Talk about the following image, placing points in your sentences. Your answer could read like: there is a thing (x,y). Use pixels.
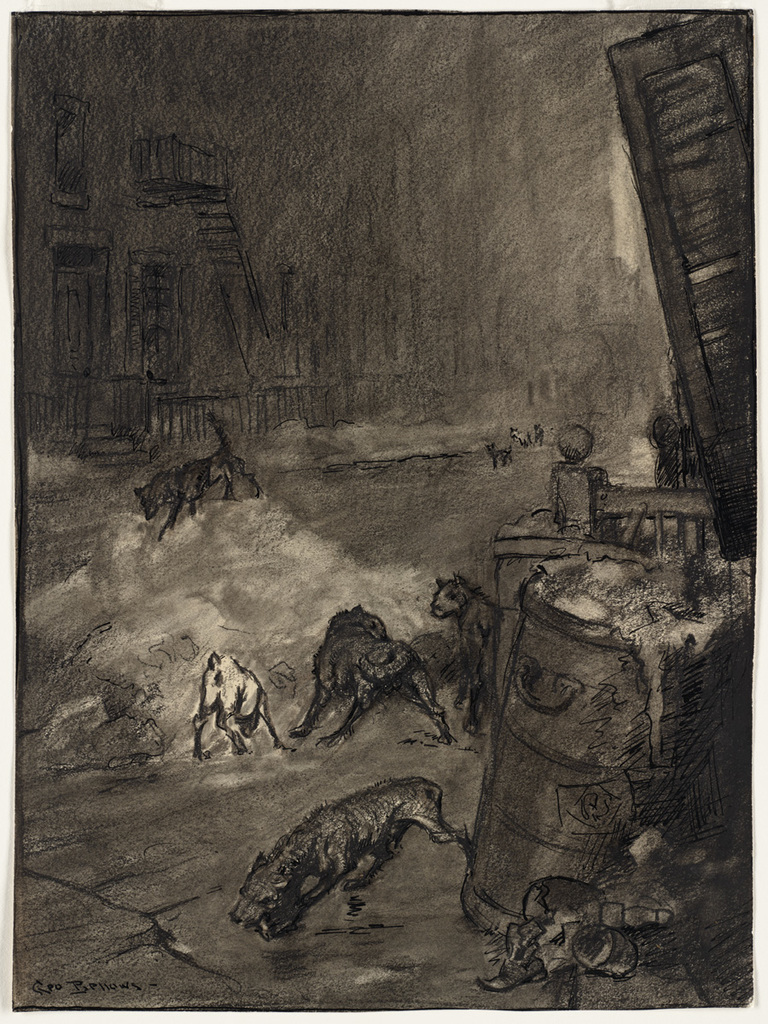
In this image we can see a sketch (364,600) of the animals (346,630), grills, wall (254,240), person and some other objects (497,726).
